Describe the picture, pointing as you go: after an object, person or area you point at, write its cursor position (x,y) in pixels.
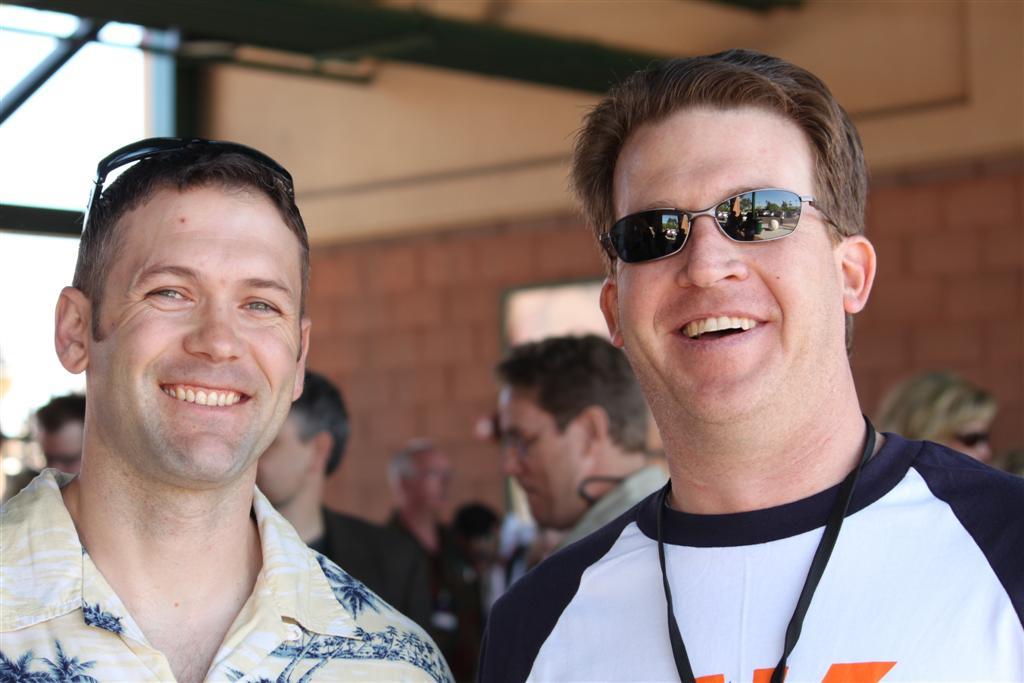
In this picture we can see two people (644,605), they are smiling and in the background (1023,84) we can see a group of people (926,402), wall (965,276) and some objects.
